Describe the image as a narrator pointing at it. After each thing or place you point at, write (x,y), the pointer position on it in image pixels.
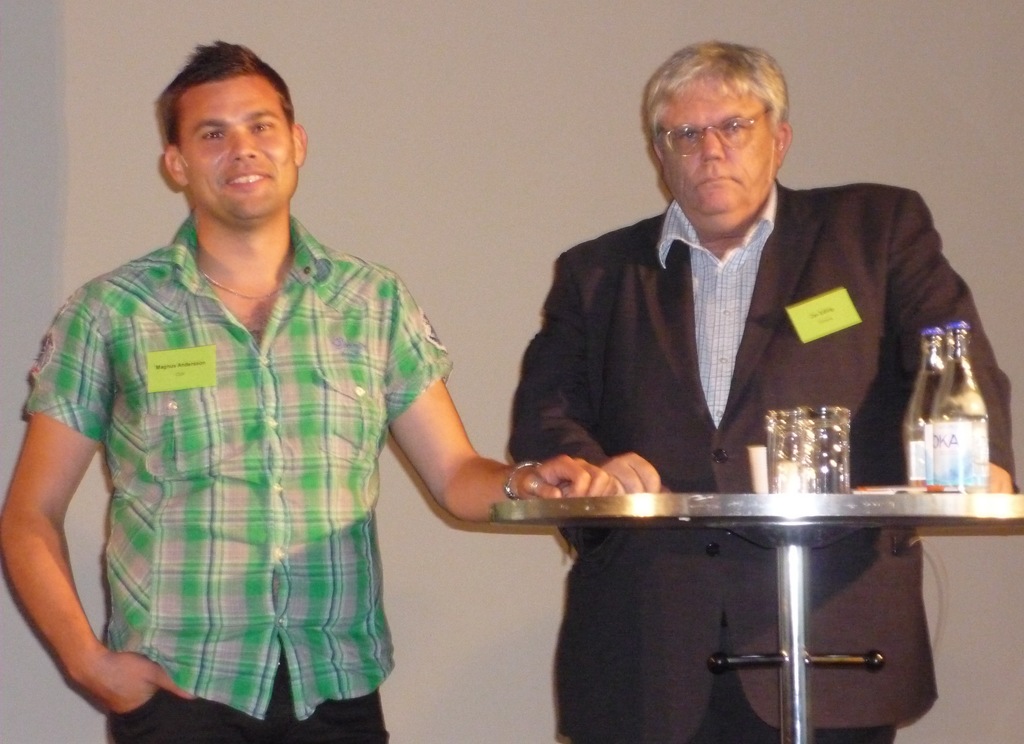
In this image there are two men (331,432) standing. At the right side (757,361) man (800,356) wearing black colour suit (851,270) is standing in front of the table (757,505). At the left side (210,505) the man (248,493) wearing green colour shirt (264,478) is standing and having smile (243,182) on his face (238,202). In the front (791,505) there is a table (804,510), on the table (734,510) there are two bottles (917,433), glasses (804,450). In the background (500,187) there is a wall (377,107).
